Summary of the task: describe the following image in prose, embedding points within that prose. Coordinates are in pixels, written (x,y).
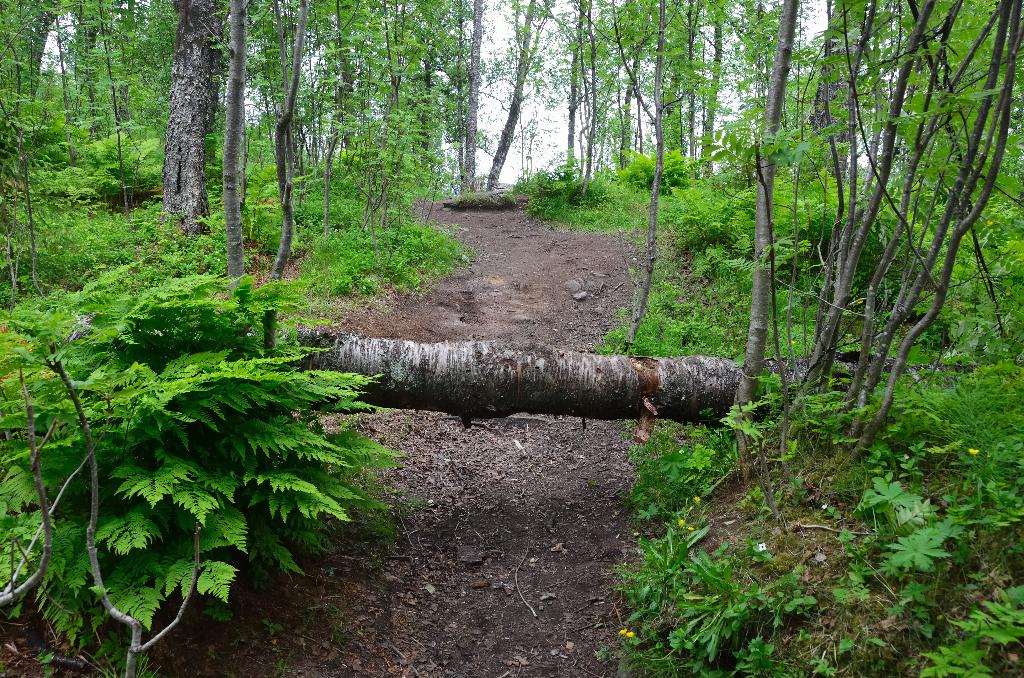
This image looks like it is clicked in a forest (19,220). At the bottom (499,476), there is a path (433,530). To the left (260,447) and right, there are trees (397,125) and plants (859,514) in green color.
